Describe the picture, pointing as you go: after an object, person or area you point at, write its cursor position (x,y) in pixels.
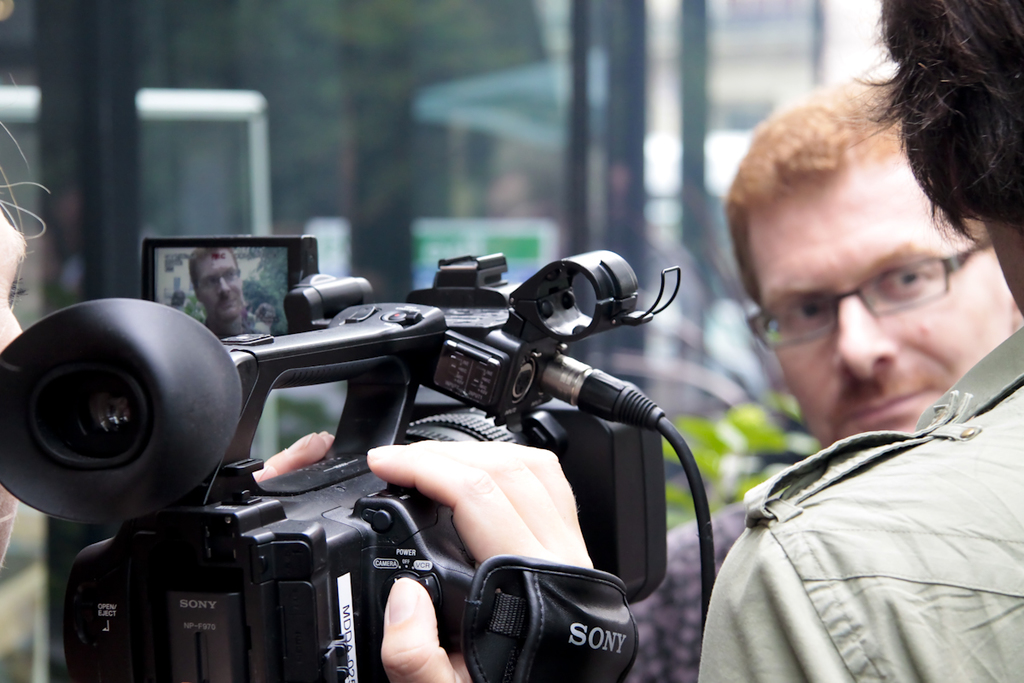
In this picture I can see a person (388,465) holding the camera (251,417). I can see two people (863,364) on the right side (896,397).
